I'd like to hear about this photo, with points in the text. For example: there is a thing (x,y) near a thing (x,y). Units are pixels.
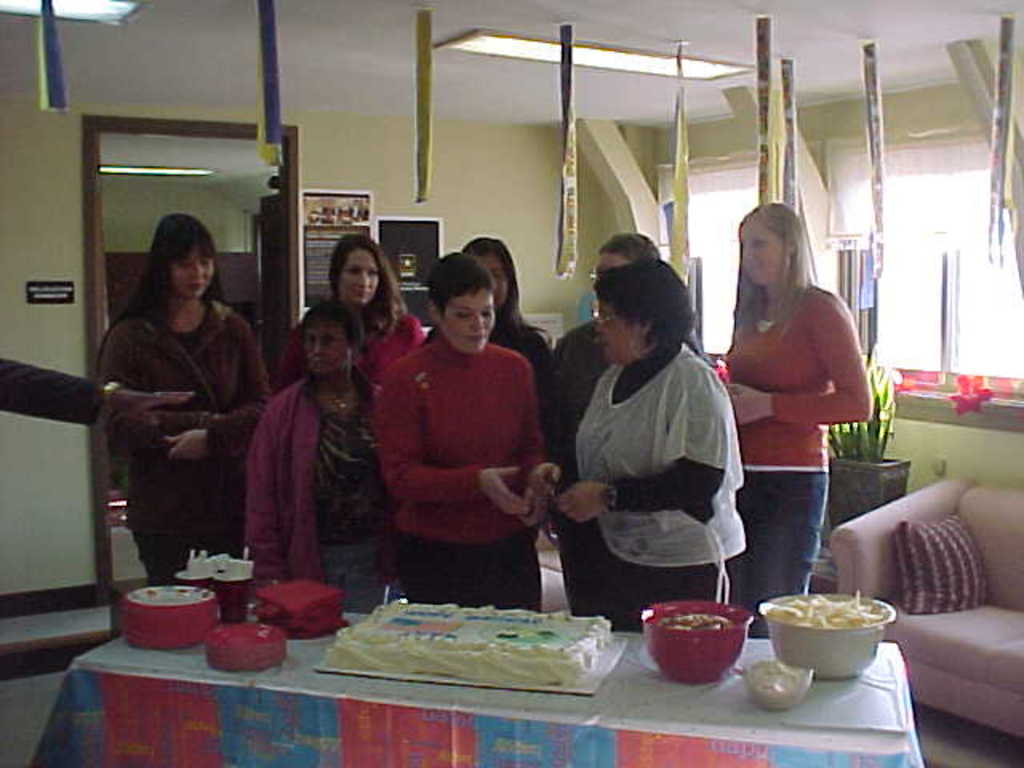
In this image I can see a group of people (508,415) standing. I can see a cake (463,642) and some bowls (679,634) on the table (471,737). On the right side (884,594), I can see a sofa (874,583) and a plant (851,454). At the top (486,52) I can see the lights (90,11) and something hanging on the wall (950,128).
